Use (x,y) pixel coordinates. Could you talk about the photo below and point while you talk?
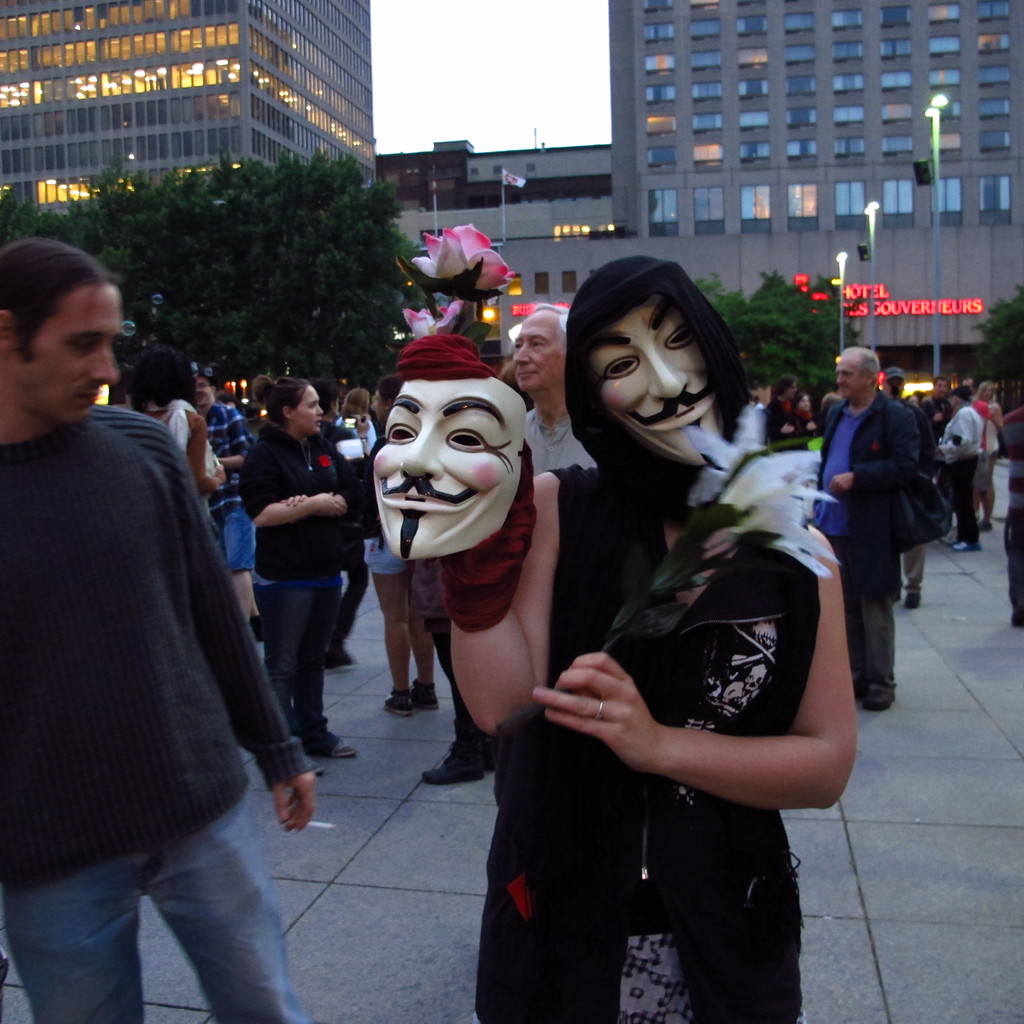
This image consists of many people (533,973). In the front (522,830), the woman (608,575) is wearing a mask (636,382). In the background (110,21), there are buildings (110,21). At the bottom (391,906), there is a floor (303,914).
